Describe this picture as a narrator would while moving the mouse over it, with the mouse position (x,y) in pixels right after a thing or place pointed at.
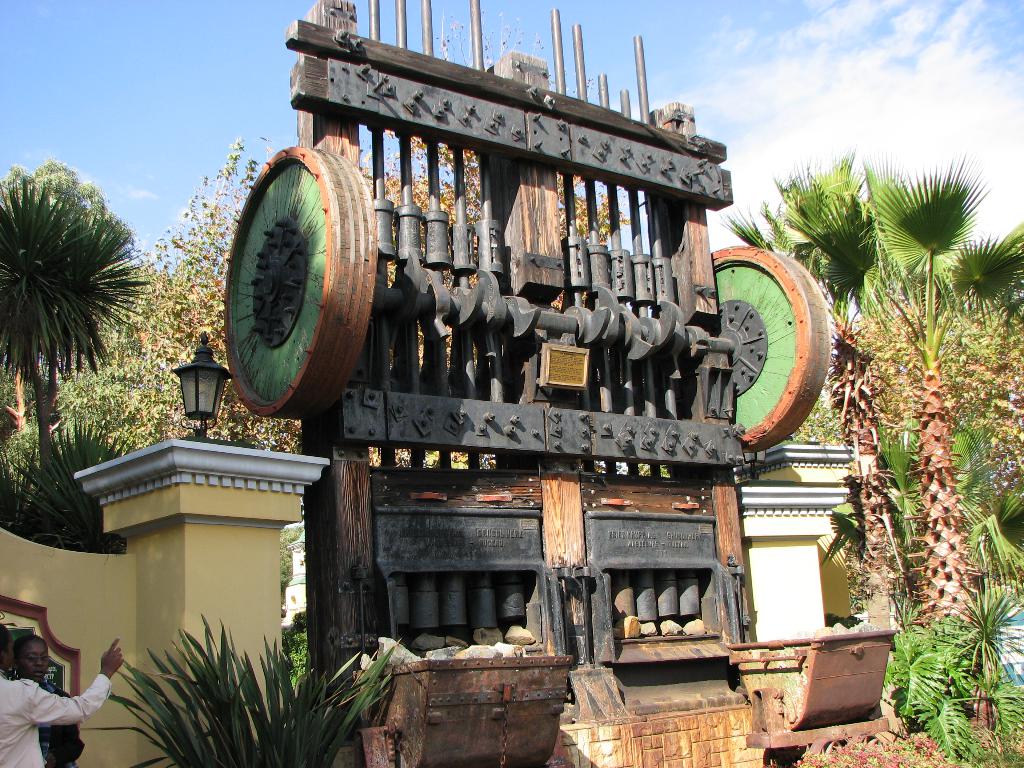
In this image we can see two persons (24,698) standing near the wall (96,662), here we can see the plants (376,670), lamp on the wall (219,492), different kind of the wall design (479,123), trees (949,289) and the sky (769,92) with clouds (937,52) in the background (818,122).
